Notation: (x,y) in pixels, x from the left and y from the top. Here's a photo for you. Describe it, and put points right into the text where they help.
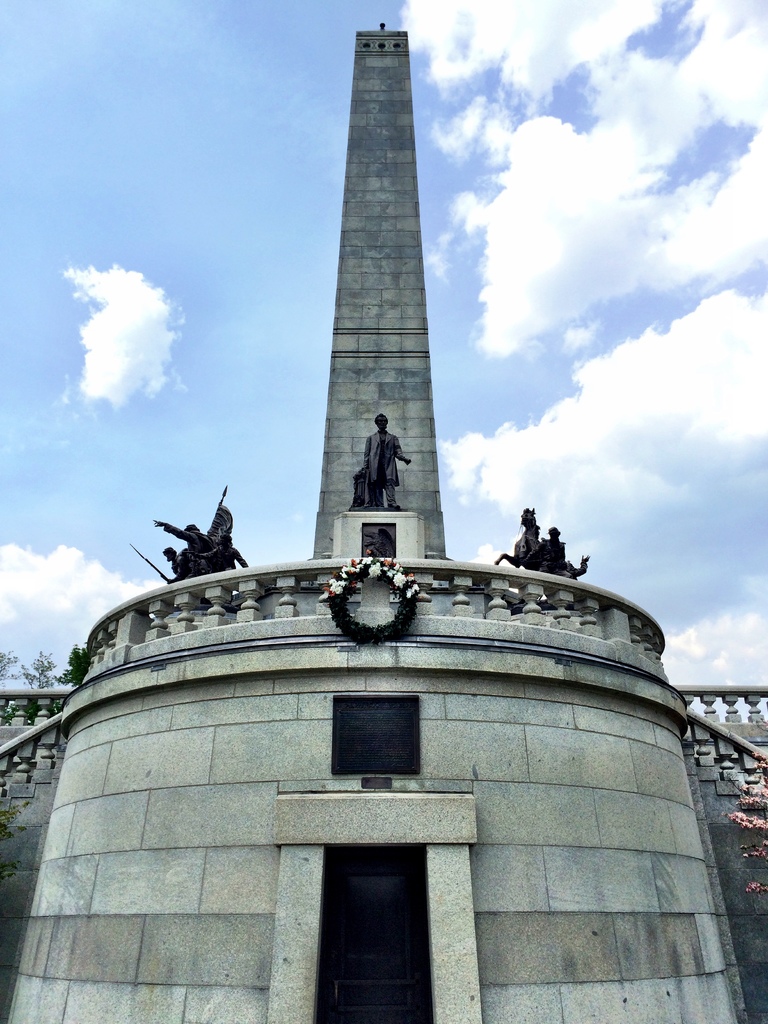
In this image I can see the building (408,646), few statues (377,433) of people (369,458) and animals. In front I can see the garland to the building (478,570) and I can see the sky (718,265).
